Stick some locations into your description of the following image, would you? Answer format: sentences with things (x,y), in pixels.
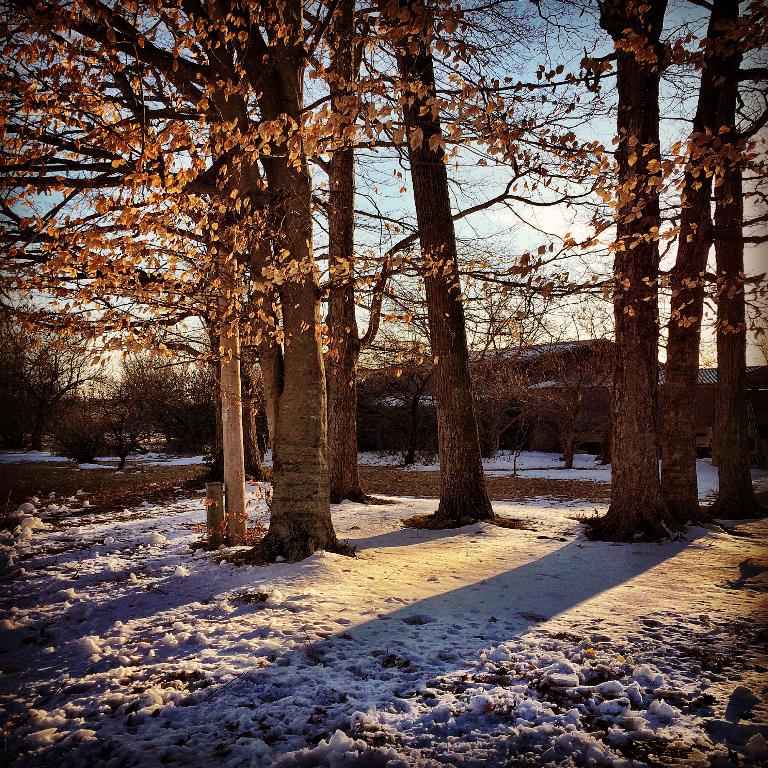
In this image at the bottom (378,615) there is some snow (372,638) and in the background (486,257) there are some trees (495,370) and houses (593,362), on the top of the image (483,198) there is sky (489,247).
